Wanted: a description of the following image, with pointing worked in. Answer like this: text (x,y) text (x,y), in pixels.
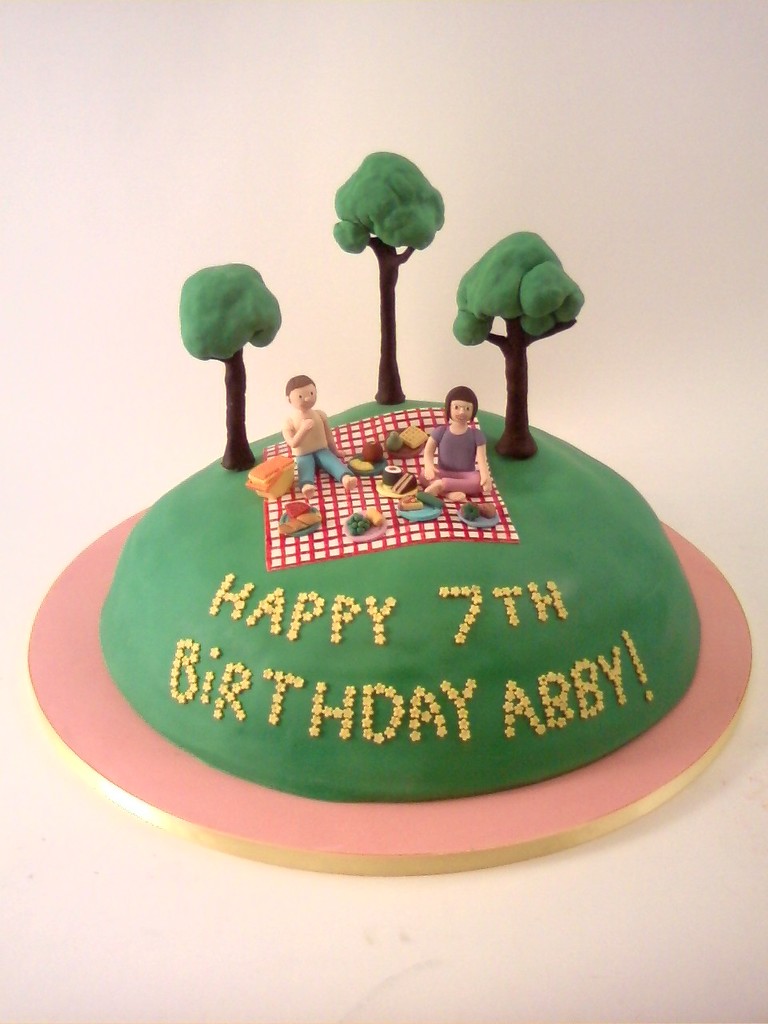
In the center of the image (506,569) there is a cake (356,456) on which there are depictions (475,435) of persons (310,451), trees (506,438). At the bottom of the image (439,924) there is surface (444,947).
